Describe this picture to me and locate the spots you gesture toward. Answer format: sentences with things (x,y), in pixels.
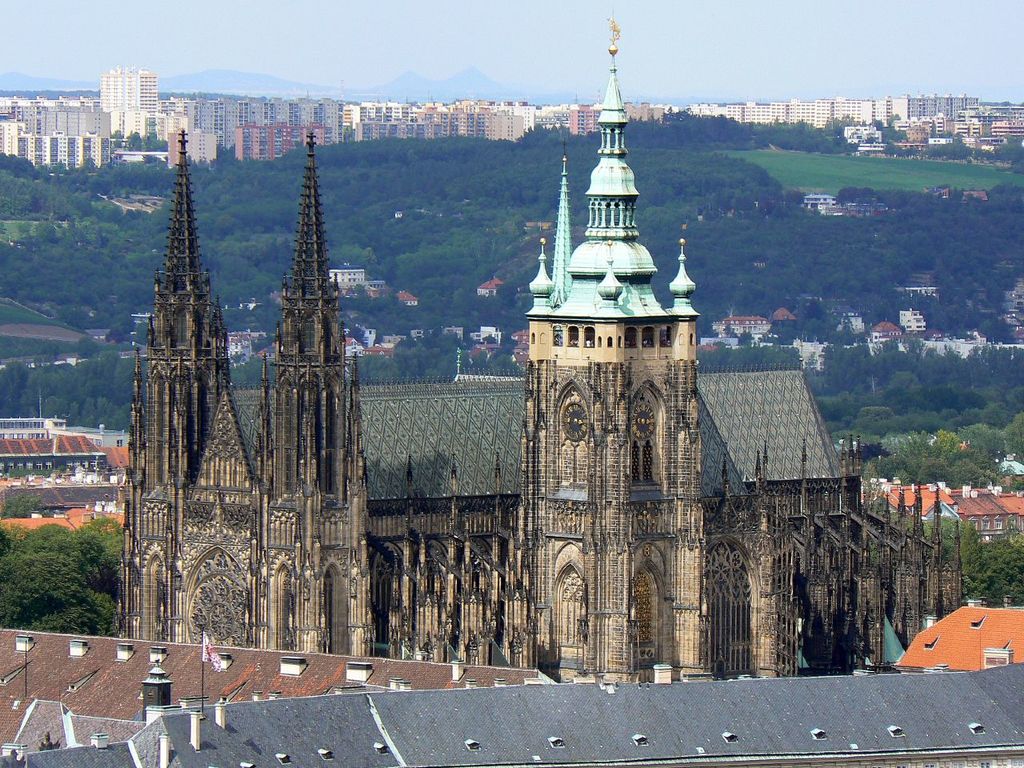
This is the picture of a city (542,417). There are buildings (695,684) and trees (944,255). In the foreground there are clocks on the wall (584,355) and there is a flag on the top of the building (658,714). At the back (488,87) there are mountains (435,88). At the top (489,76) there is sky (513,10). At the bottom (636,688) there is a roof (664,746).
